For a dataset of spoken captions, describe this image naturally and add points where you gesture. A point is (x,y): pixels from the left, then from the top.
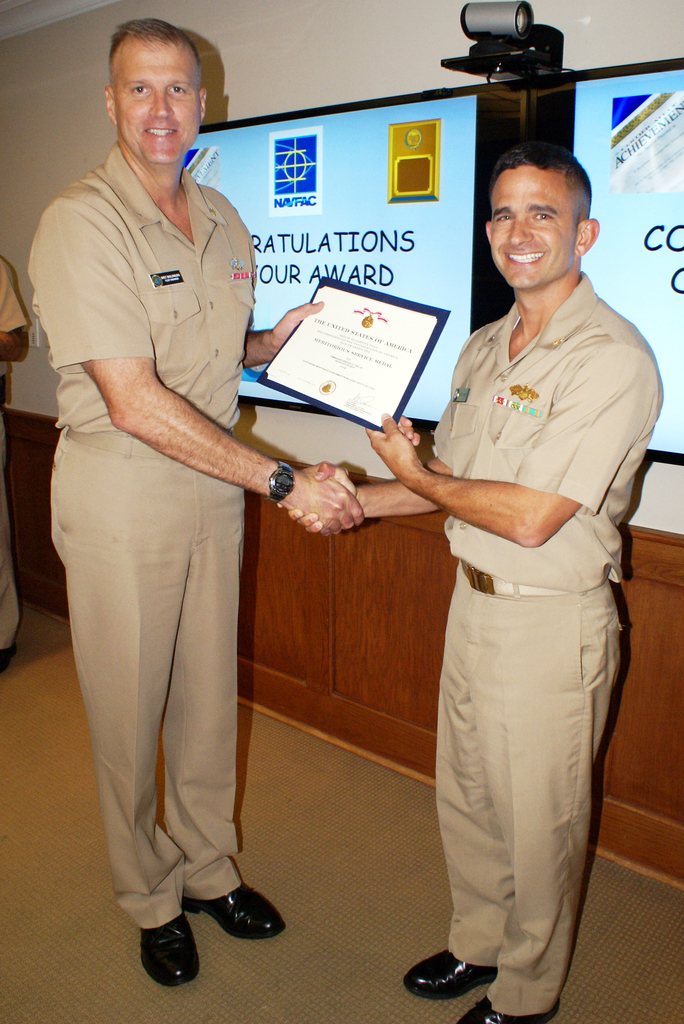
In this image we can see persons (244,448) standing on the floor (285,784) and one of them is holding a certificate (339,399) in his hands (340,488). In the background (343,196) we can see cc camera (473,66) and an advertisement (390,218).
